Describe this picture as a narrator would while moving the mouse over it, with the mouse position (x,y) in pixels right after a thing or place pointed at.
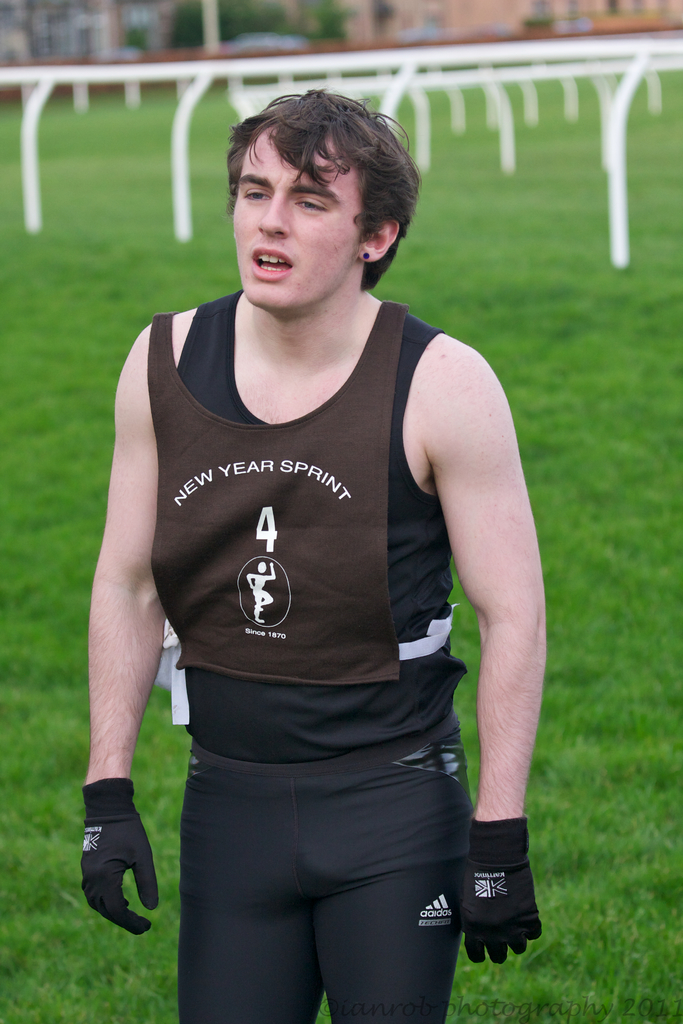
In this image, in the middle (285,559), we can see a man (375,591) wearing a black color dress (391,642). In the background (420,153), we can see a metal rod (624,60), buildings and trees (273,20). At the bottom (573,836), we can see a grass (549,881).
